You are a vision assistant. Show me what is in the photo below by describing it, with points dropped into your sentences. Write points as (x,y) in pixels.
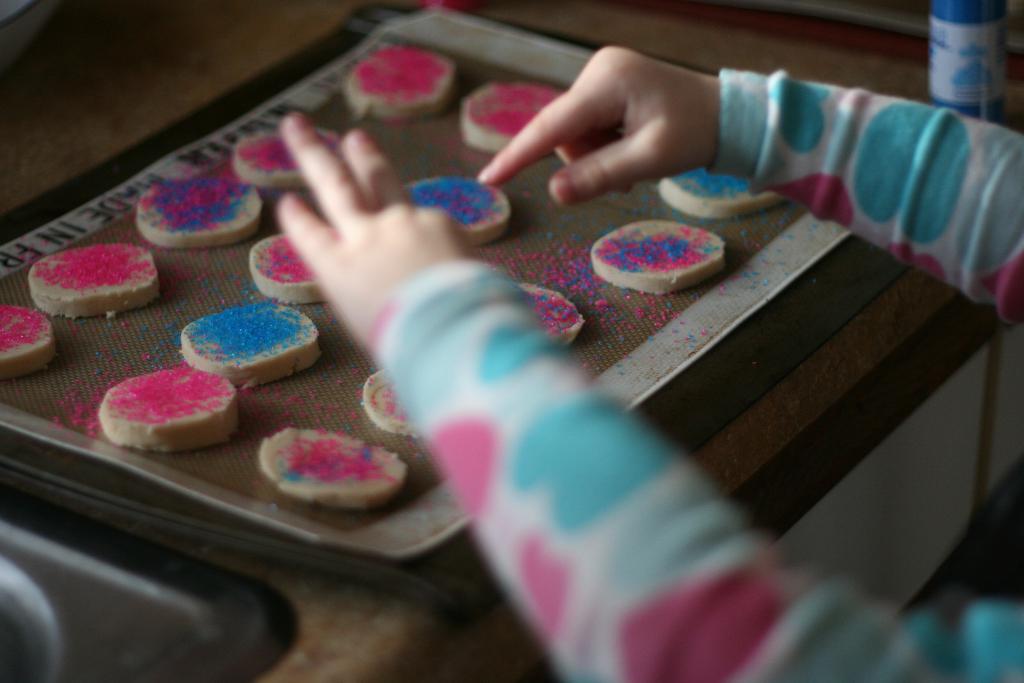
In this image in the center (359,273) there are cookies (82,313) and there is hand (343,264) of the person (563,385).
